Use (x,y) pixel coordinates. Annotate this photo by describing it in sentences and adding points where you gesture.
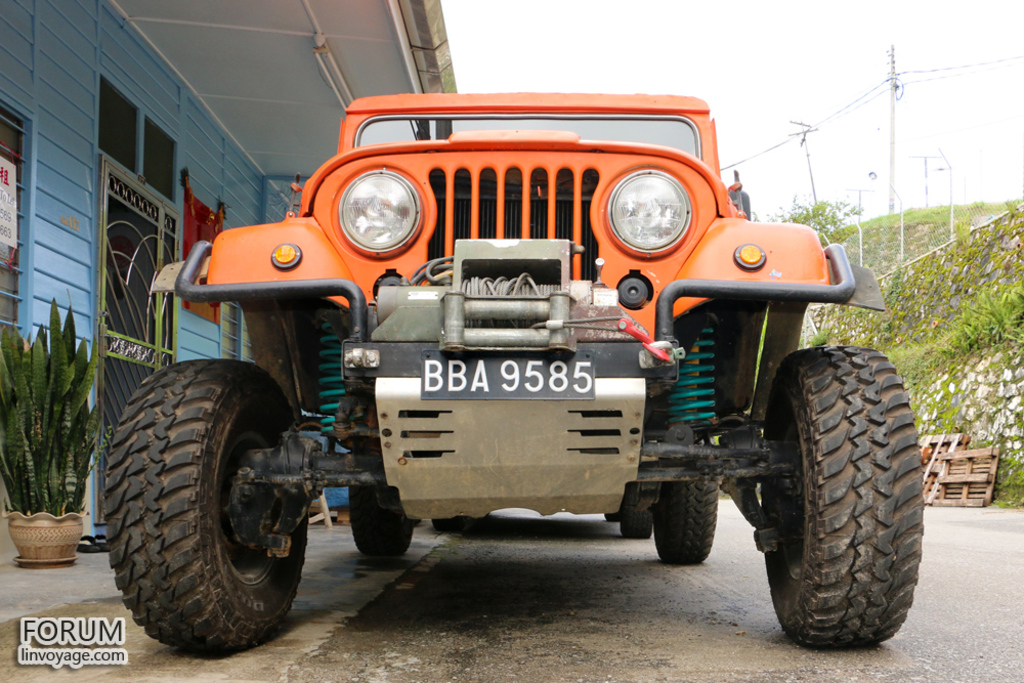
In this image we can see a vehicle (494,439) on the road (567,673). On the left side (147,309) we can see a building (63,289), door (127,264), window (18,229), board (5,216), plant (51,344) in a pot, text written on the image and light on the roof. In the background (906,343) on the right side (906,343) we can see grass (903,356) on the ground (862,329), plant (814,214), poles (861,233), wires (845,109), objects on the road (529,680) and clouds (783,151) in the sky (615,54).
